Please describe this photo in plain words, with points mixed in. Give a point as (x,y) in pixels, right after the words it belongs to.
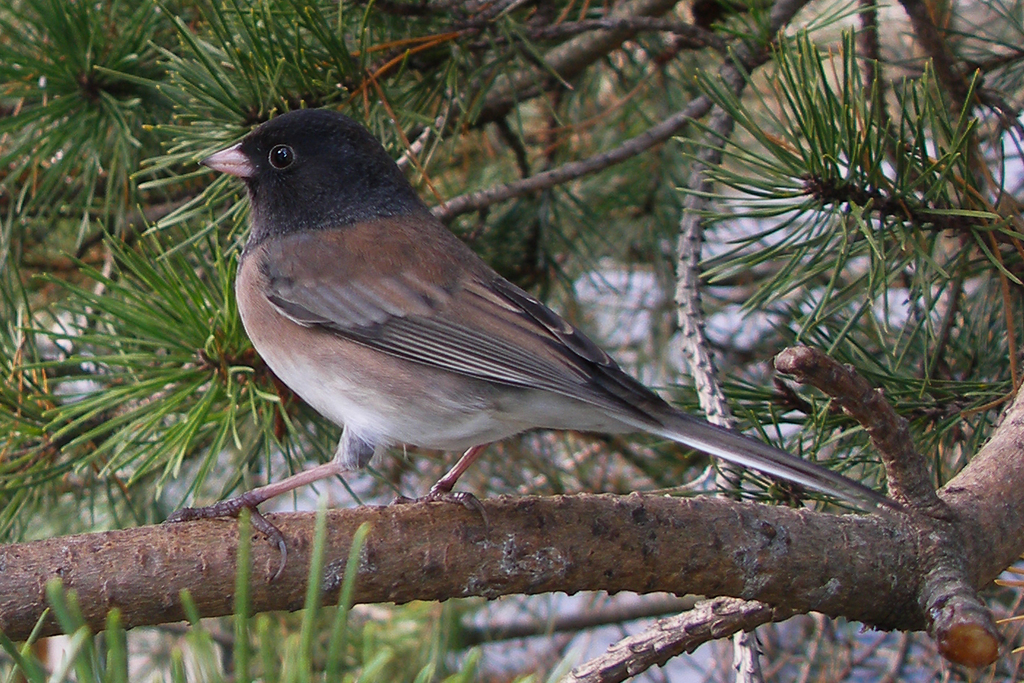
On the left side (320,159), there is a bird (338,162) standing on a branch (422,521) of a tree (792,537), which is having green color leaves (948,162). In the background (461,638), there are other trees (451,628).
